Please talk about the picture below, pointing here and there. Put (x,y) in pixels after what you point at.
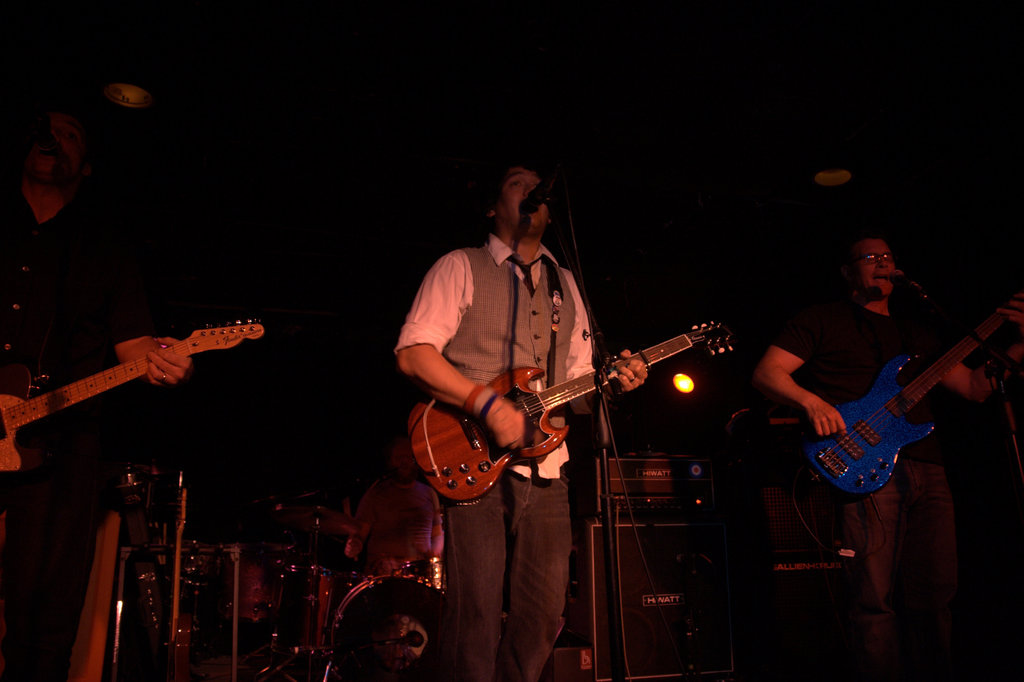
In this picture there are three members (480,415) standing and playing guitars (538,424) in their hands (509,419) in front of the mic (524,203). In the background (370,527) there is another guy (374,549) playing drums (331,610) and some speakers (644,583) here.
